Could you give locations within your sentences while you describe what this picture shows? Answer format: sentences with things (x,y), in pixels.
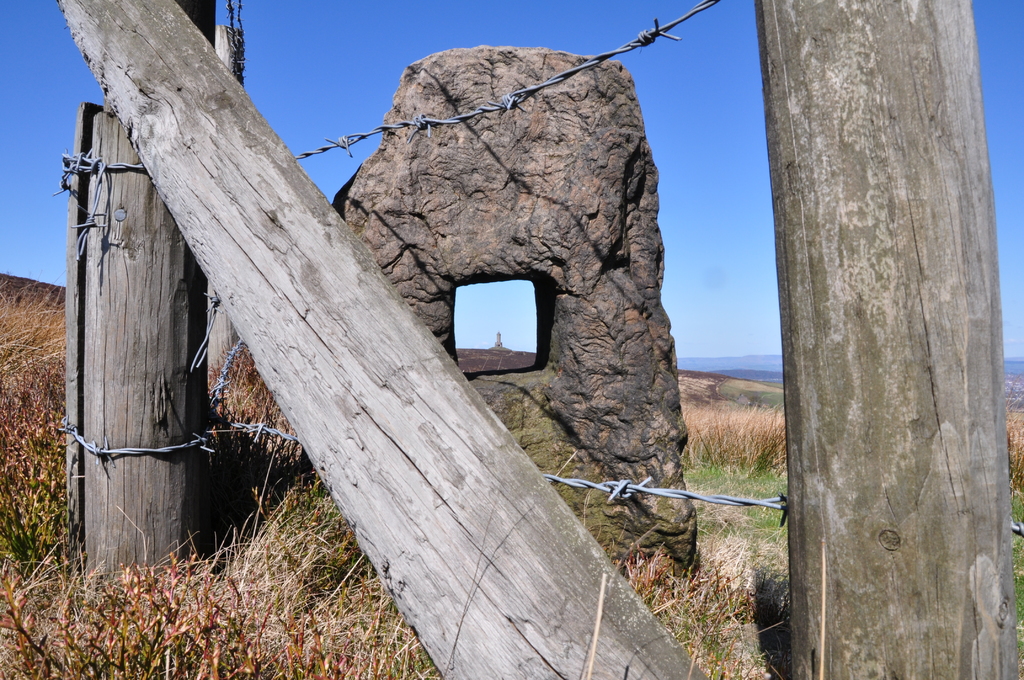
In this image there is a ground (167,663) with so much of grass (335,579) and also there is a fence (262,430) made of wood pieces (349,439) and iron wires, also there is a big stone (664,448) with hole (488,355) in middle (505,344) from which we can see there is a tower (497,344).
